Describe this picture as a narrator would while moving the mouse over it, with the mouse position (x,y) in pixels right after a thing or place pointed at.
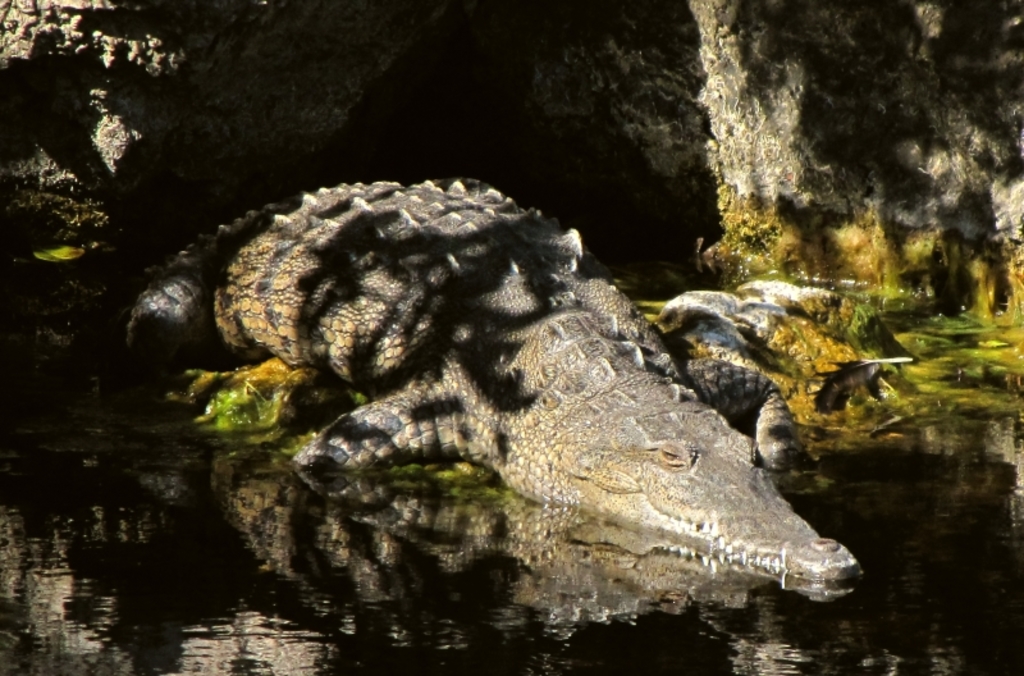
In this image we can see the crocodile (375,271) on the surface of the water (464,540). In the background (288,125) we can see the rocks (712,129).
